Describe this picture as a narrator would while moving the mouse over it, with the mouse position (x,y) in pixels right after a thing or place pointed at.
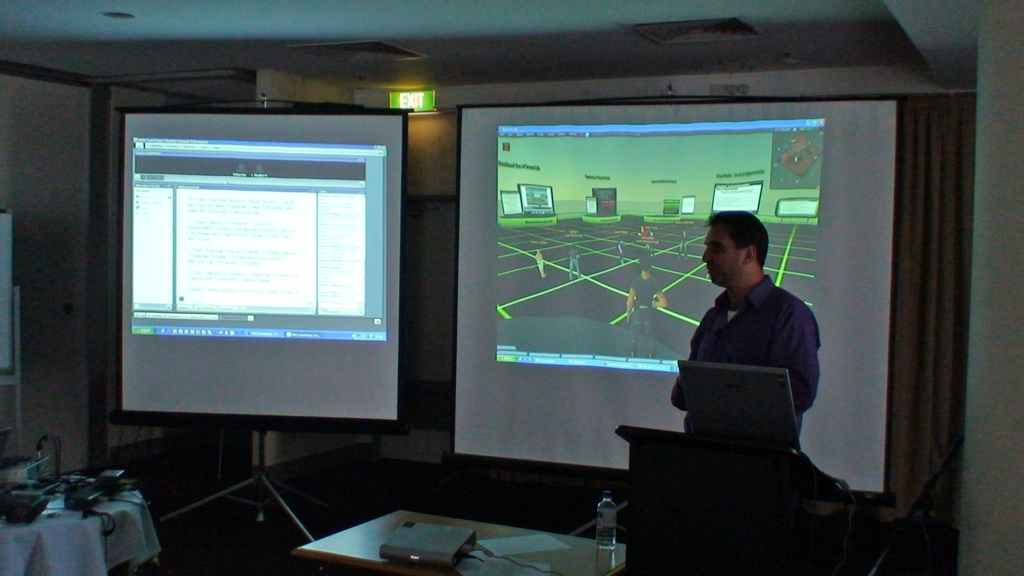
In this image we can see a person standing in front of the podium (671,453), on the podium (632,457), we can see a laptop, there are some tables (146,521), on the tables (129,552), we can see papers (508,552), water bottle (598,528) and some other objects (77,475), also we can see the projectors (456,400) and an exit board (411,103).
